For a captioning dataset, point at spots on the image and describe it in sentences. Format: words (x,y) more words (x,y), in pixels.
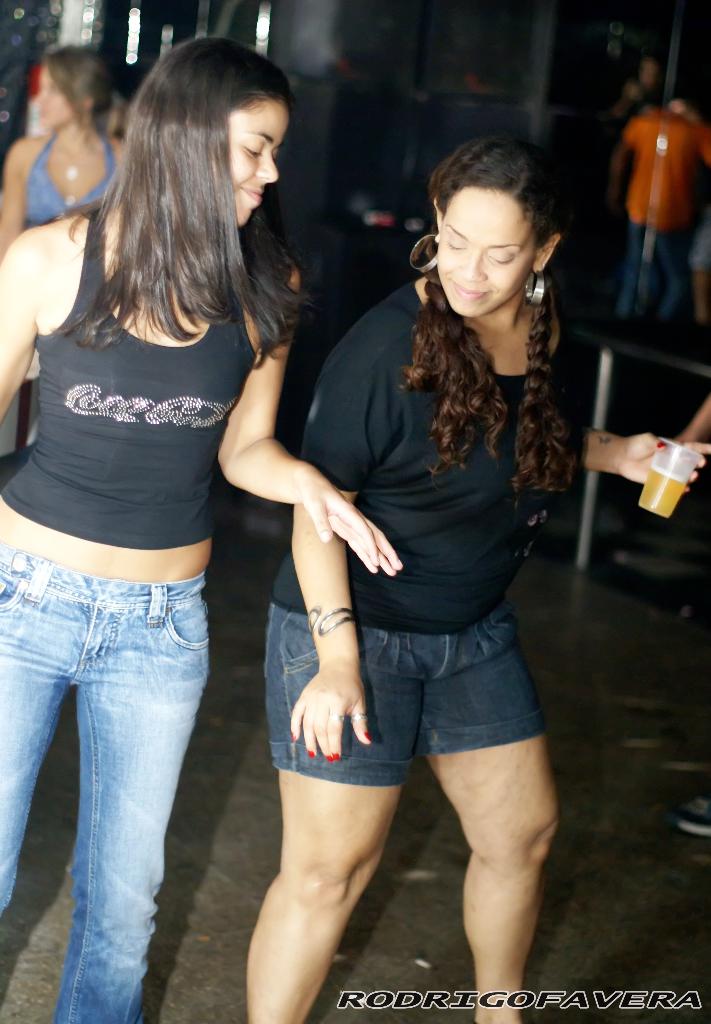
In the center of the image (336,473) we can see two persons (220,451) are standing and they are smiling, which we can see on their faces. And the right side person (541,388) is holding one glass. In the bottom of the image (683,1005), there is a watermark (693,999). In the background (392,81) there is a wall (395,52), few people (92,159) are standing and few other objects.
